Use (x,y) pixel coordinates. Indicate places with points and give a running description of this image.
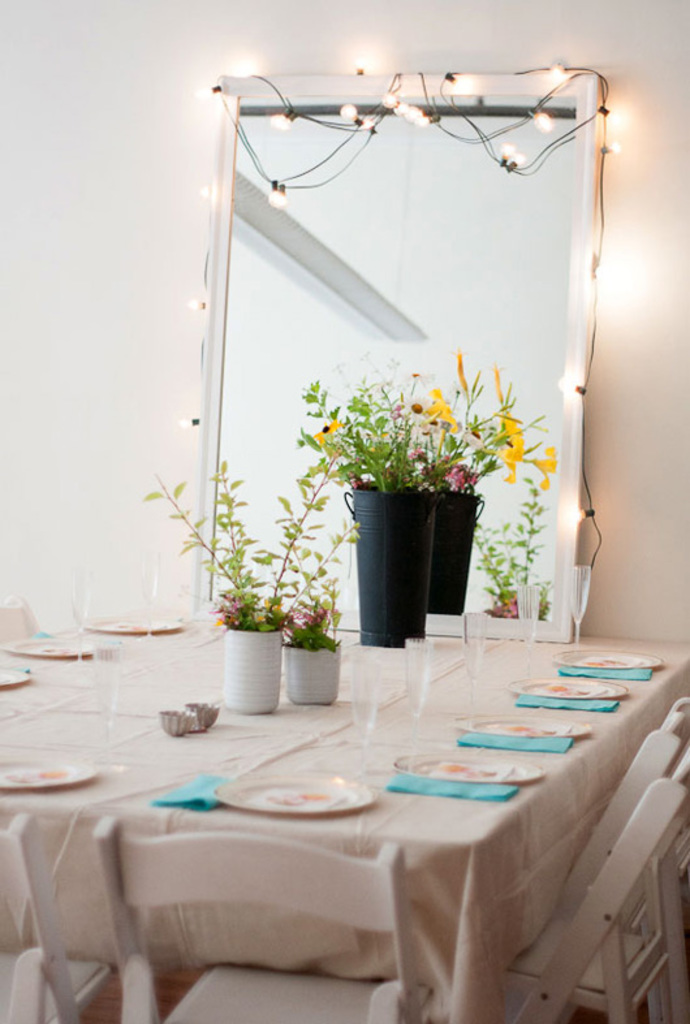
In this picture there is a table (145,688) on which plants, plates (484,778), tissues (576,707) were placed. There are some chairs (305,870) round the table (436,897). In the background (537,449) there is a mirror (307,387) and a wall (108,270) here.
